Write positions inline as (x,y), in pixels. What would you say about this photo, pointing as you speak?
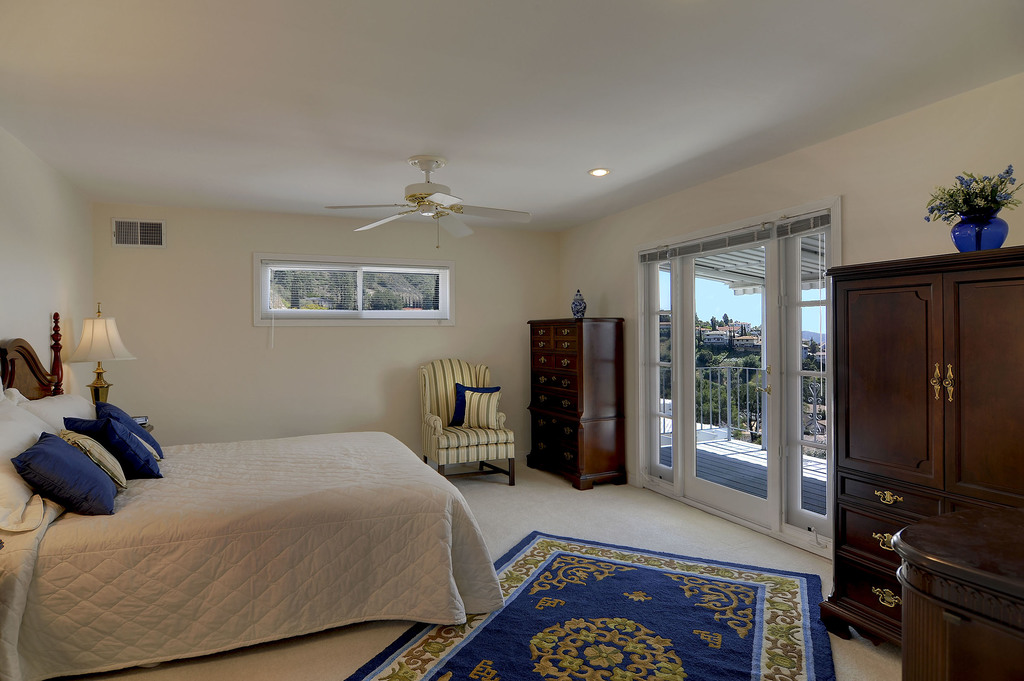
This is the image inside a room (520,356). We can see a bed (212,470) with pillows (101,446), lamp (95,345), ceiling fan (446,219), chair (438,405), cupboards (556,408), flower vase (971,224) and a carpet (684,635) on the floor (662,638). This is the window glass (740,455) through which trees (723,396) and buildings (714,341) are seen.
